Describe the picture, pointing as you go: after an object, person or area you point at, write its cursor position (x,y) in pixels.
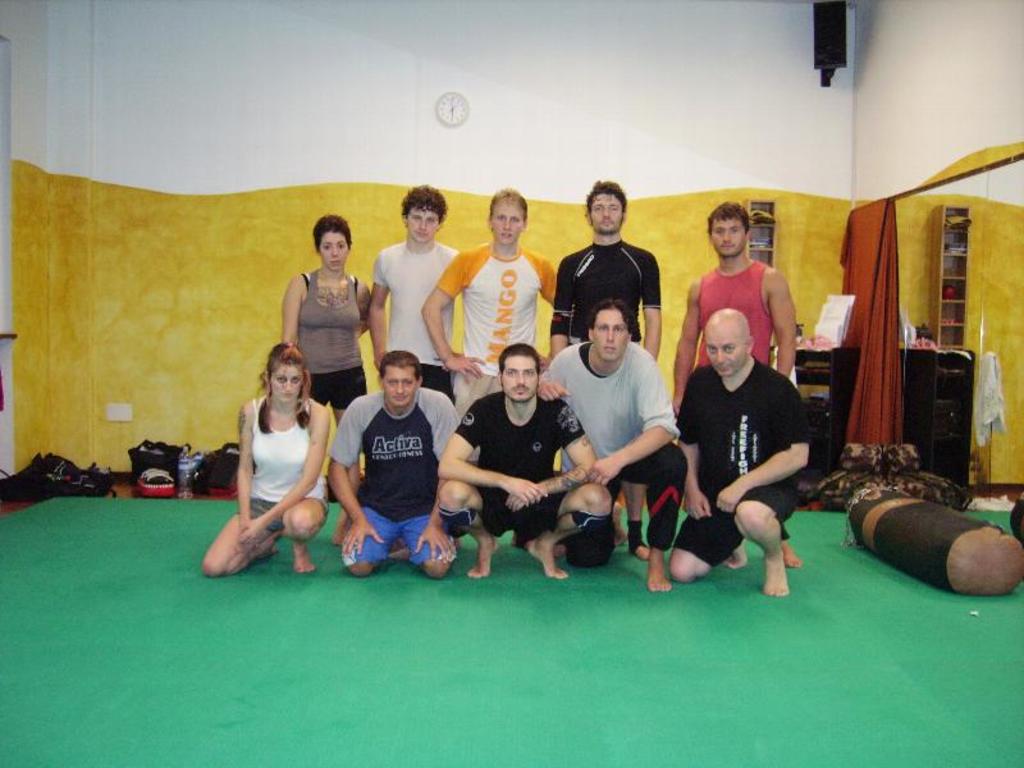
In this image at the center (563,370) there are few people (446,449) standing on the mat (304,604). Beside them there is a punching bag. Behind them there are bags (927,480). At the right side of the image (874,325) there are curtains (897,402). We can see a table (918,397) and on top of it there are few objects (929,340). At the back side (364,243) there is a wall (376,122) with the wall clock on it. At the bottom of the image (206,654) there is a mat (88,598).
